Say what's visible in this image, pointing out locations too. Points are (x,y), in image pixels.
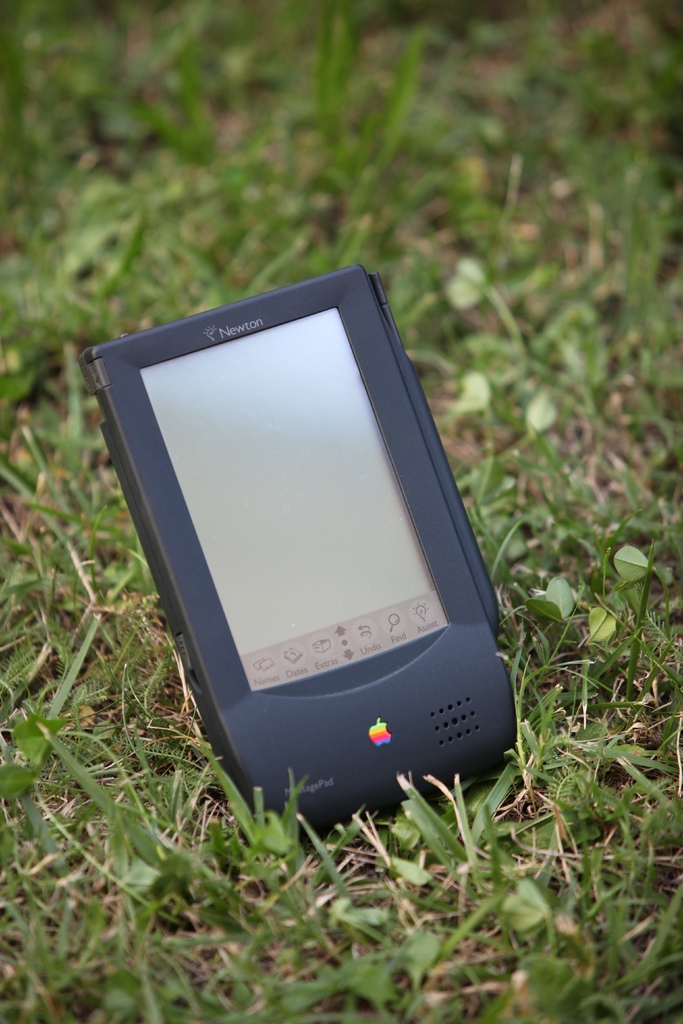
In this image I can see grass (335,232) and a black colour electronic gadget (228,520).
